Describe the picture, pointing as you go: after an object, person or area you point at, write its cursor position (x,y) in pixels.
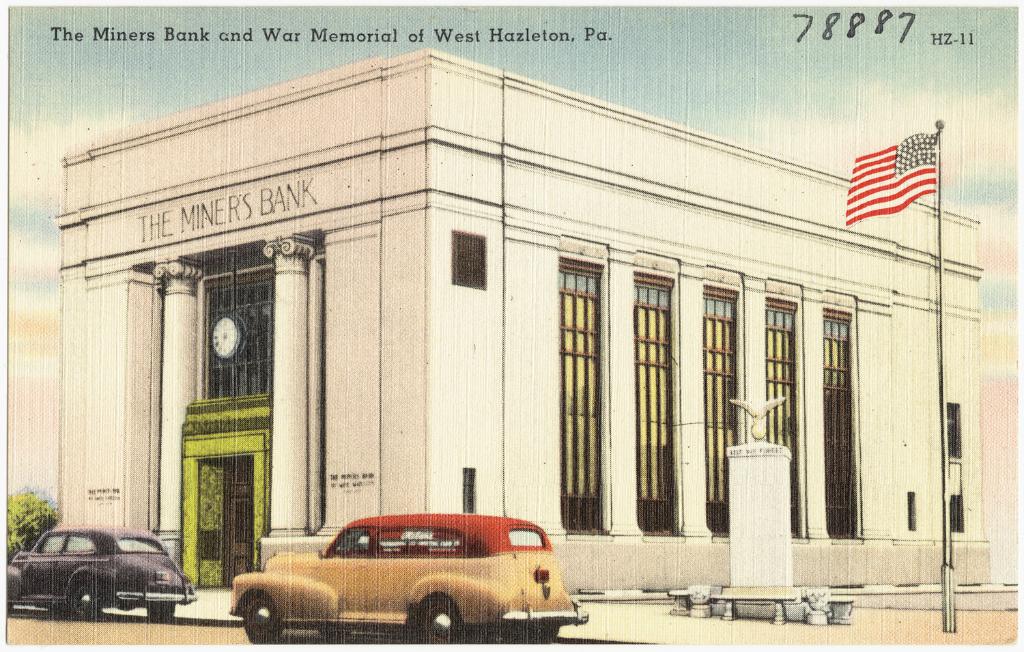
Here we can see an animated picture, in this picture we can see a building (572,299) here, on the right side (939,343) there is a flag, we can see two cars (287,570) here, there is a plant (26,515) here, we can see some text (467,39) at the top of the picture (331,35).
